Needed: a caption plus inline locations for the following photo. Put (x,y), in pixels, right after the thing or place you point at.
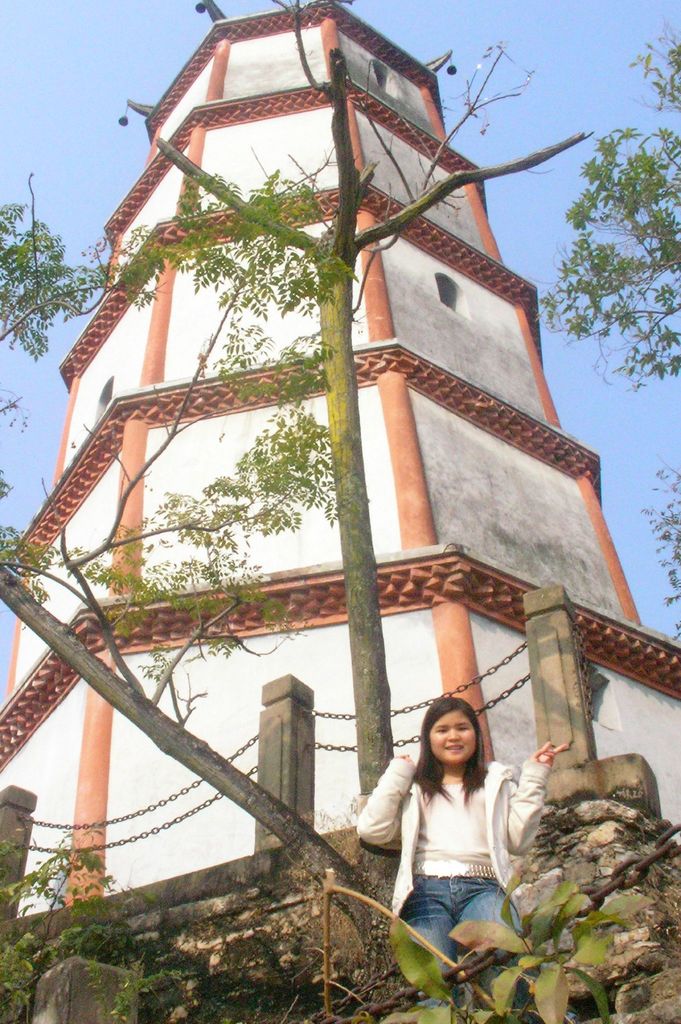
In the image we can see a building (414,392), pillars (425,501), chain (138,812), trees (329,381) and a pale blue sky (61,59). We can even see there is a woman (453,830), standing, wearing clothes (398,816) and she is smiling.
